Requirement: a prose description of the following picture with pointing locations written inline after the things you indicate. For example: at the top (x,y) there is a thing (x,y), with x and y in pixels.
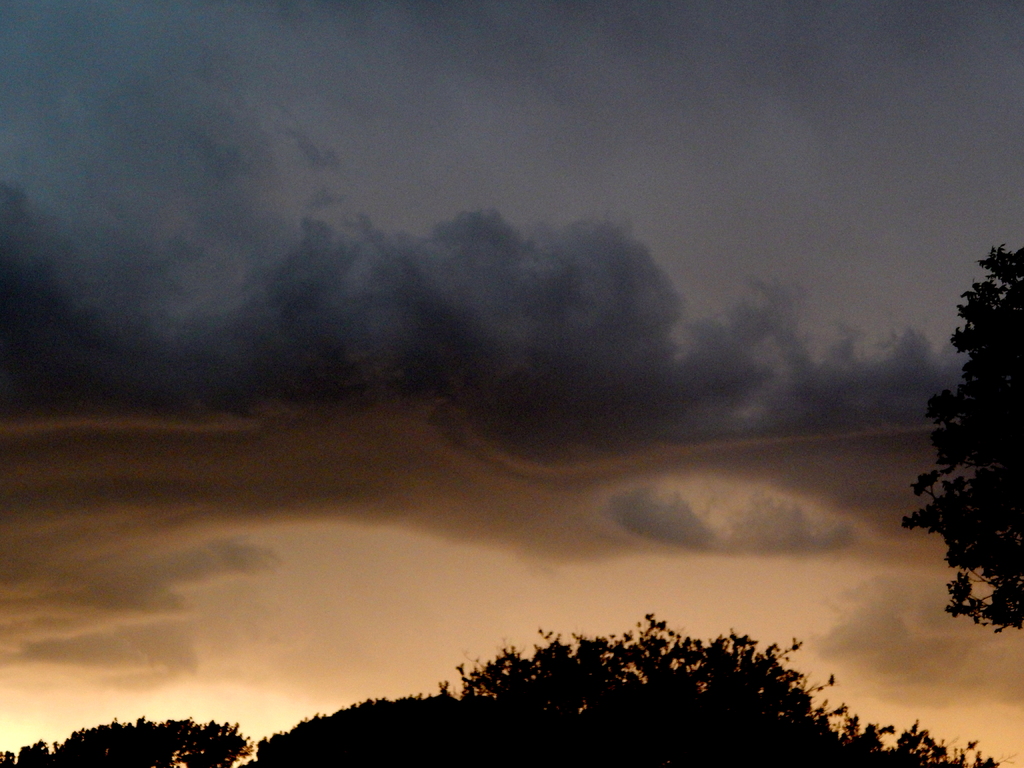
There are trees (745,652) at the bottom side of the image (691,680) and there is another tree (990,503) on the right side (1009,404) and there is sky (349,607) in the background area (372,605).
